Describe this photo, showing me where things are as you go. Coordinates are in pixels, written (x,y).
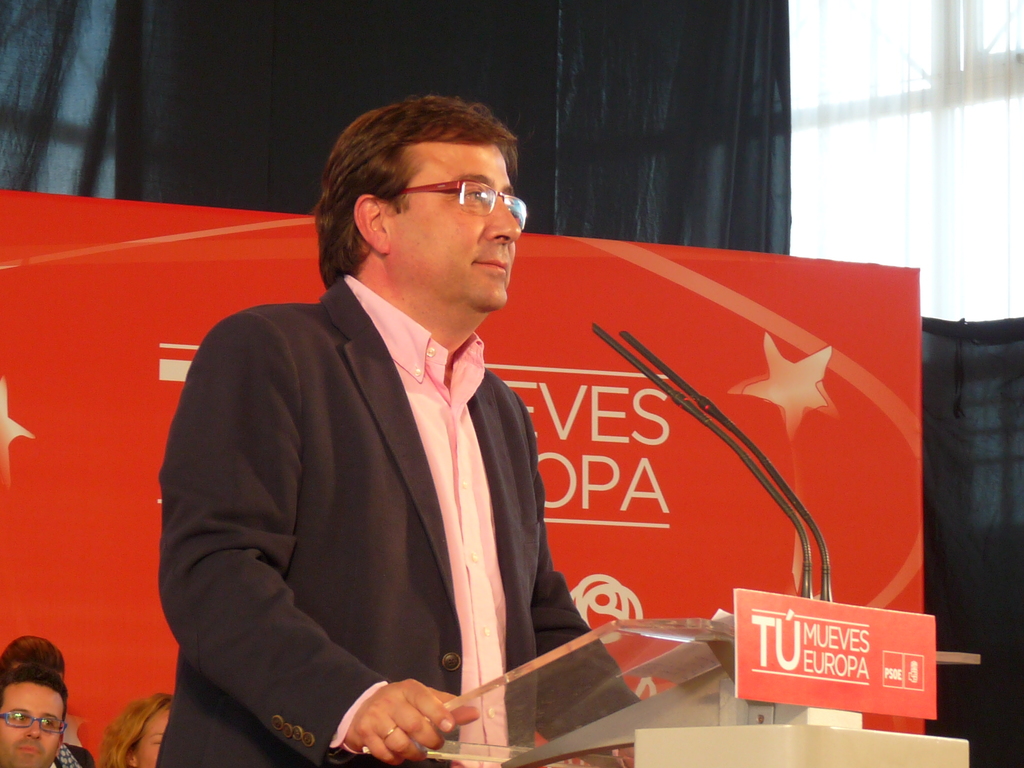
In this image we can see person (347,641) standing at a desk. In the background (547,440) we can see poster (50,340), curtain (530,29), wall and group of persons (49,730).
